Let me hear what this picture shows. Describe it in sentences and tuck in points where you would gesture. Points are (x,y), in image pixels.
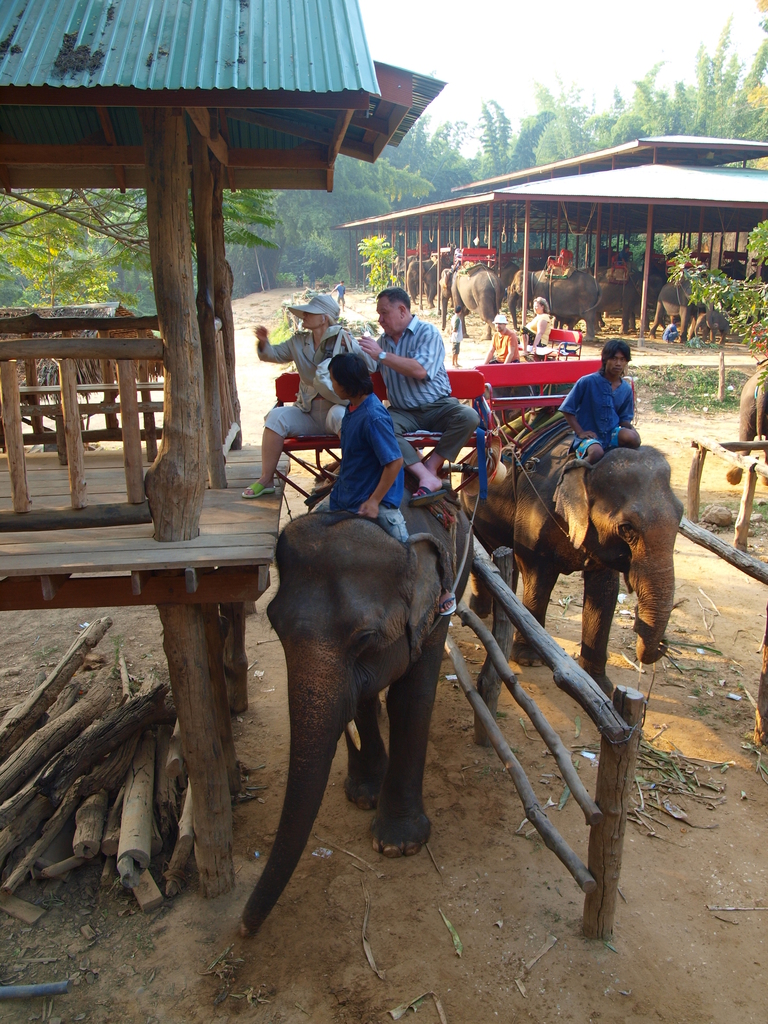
In this image i can see there are group of people (266,416) who are sitting on the elephant (420,590) and chair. On the right side of the image (631,196) we have few elephants (621,287) on the shed (630,192) and on the left side (175,210) we have a shed (85,544) and some wooden sticks (116,825) on the ground (258,782). We also have a few trees (388,208) and an open sky (499,74).
